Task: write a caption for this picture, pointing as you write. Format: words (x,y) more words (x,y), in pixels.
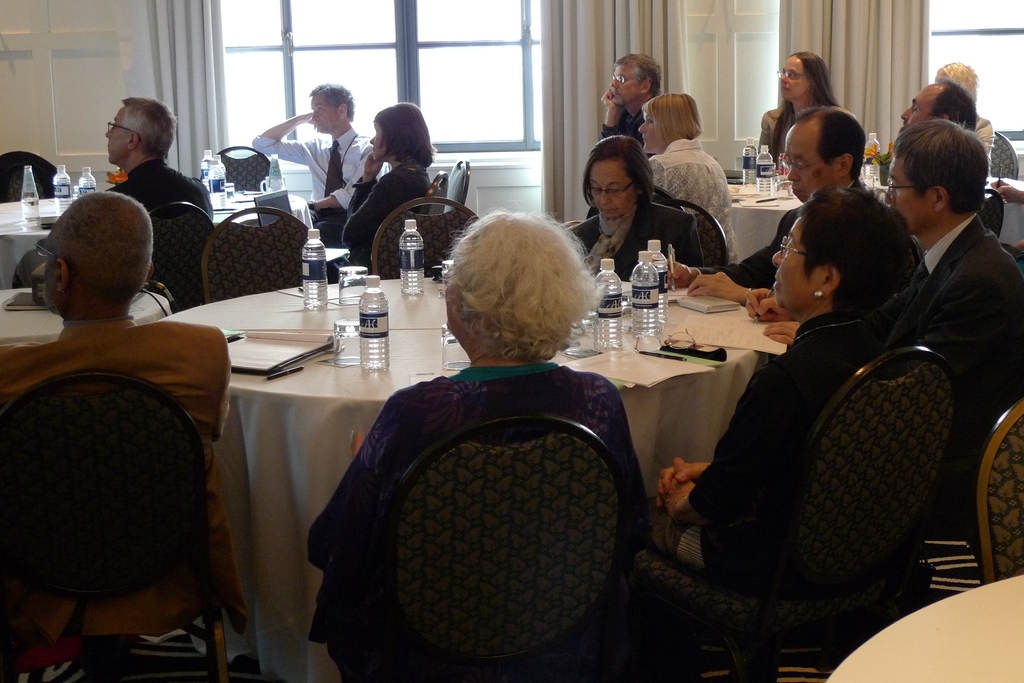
In this image we can see people (765,436) sitting on the chairs (245,285) around the table (425,356). We can see bottles (377,352) and books (295,344) on table (266,380). In the background (465,104) we can see windows (458,85) and curtains (595,81).
